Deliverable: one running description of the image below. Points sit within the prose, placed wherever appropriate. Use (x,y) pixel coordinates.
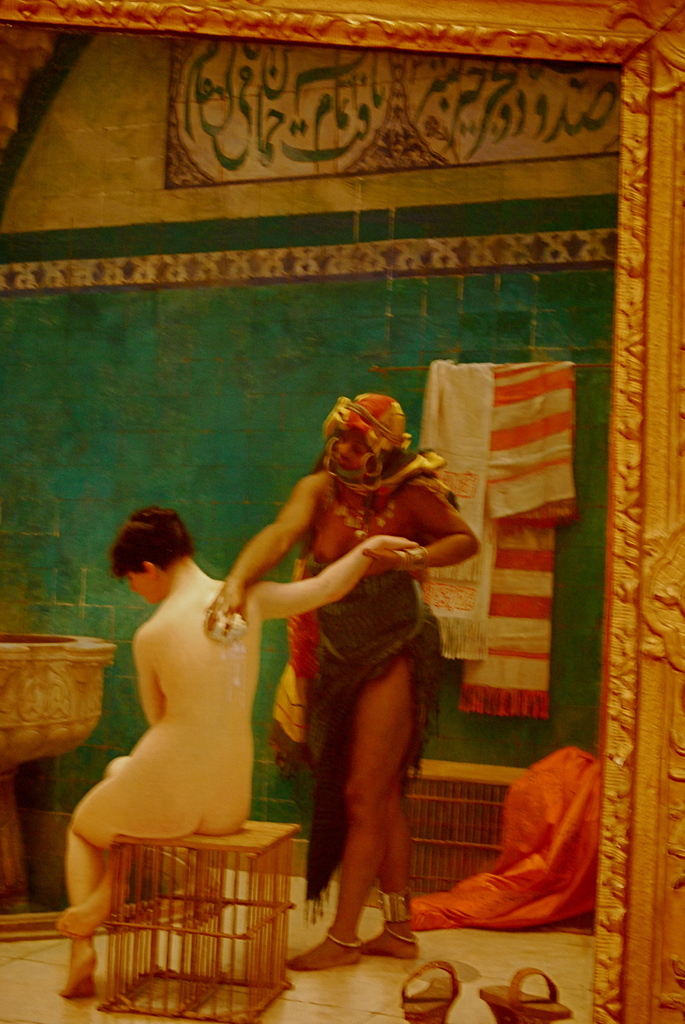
There is a photo frame (7,8) which has an image (161,475) of a person (150,577) sitting and another person (355,485) is standing holding his hand (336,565). There are clothes (504,389) hanging at the back (508,399). The photo frame (483,615) has a golden border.
